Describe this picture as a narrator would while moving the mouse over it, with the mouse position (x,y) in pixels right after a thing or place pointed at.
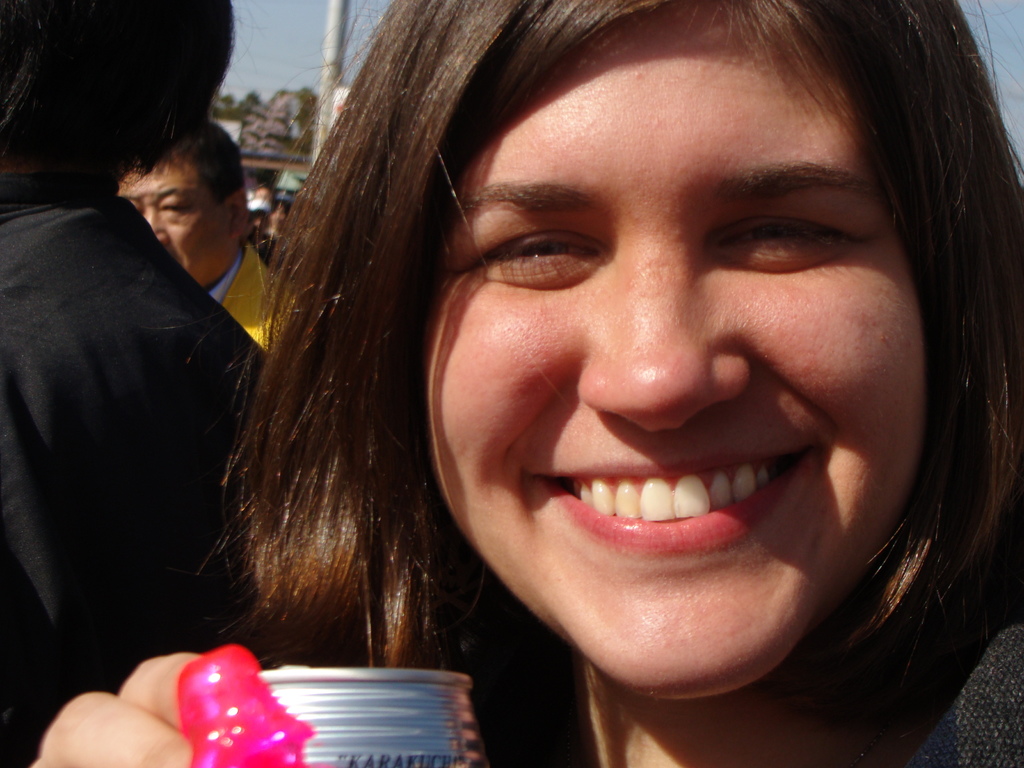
In the image there is a woman (684,351) in the foreground (691,601), she is laughing and behind her there are few other people (156,268).
